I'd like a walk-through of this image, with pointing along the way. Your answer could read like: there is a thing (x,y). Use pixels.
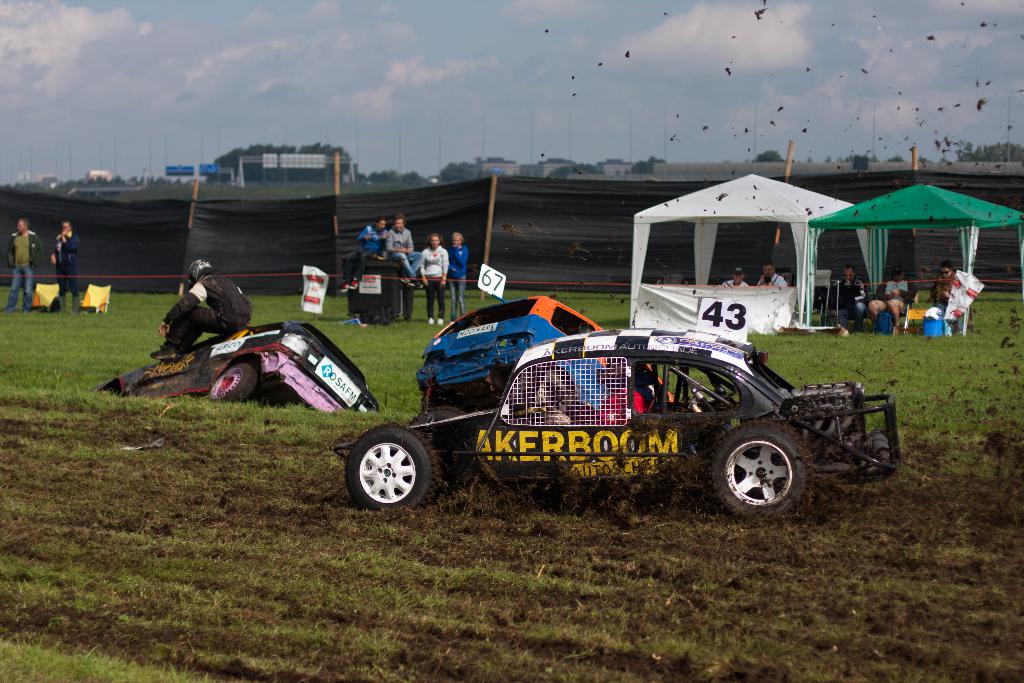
In this picture I can see few vehicles (443,387) are on the grass (281,455), side there are some tents (700,252) and also I can see few people (736,272) around.
